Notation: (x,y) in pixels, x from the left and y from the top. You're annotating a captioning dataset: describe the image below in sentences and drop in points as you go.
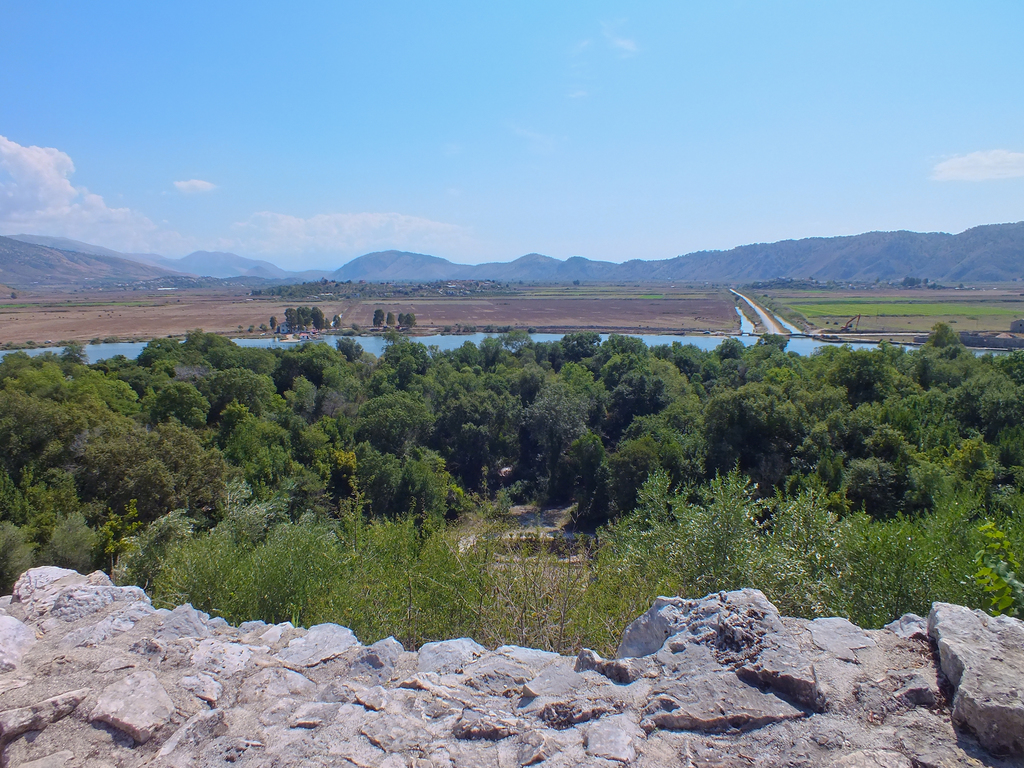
In this image we can see trees (292,389), water (742,330), mountains (11,251) and sky (444,90). Those are clouds (330,227). Front of the image we can see a rock surface (321,702).
